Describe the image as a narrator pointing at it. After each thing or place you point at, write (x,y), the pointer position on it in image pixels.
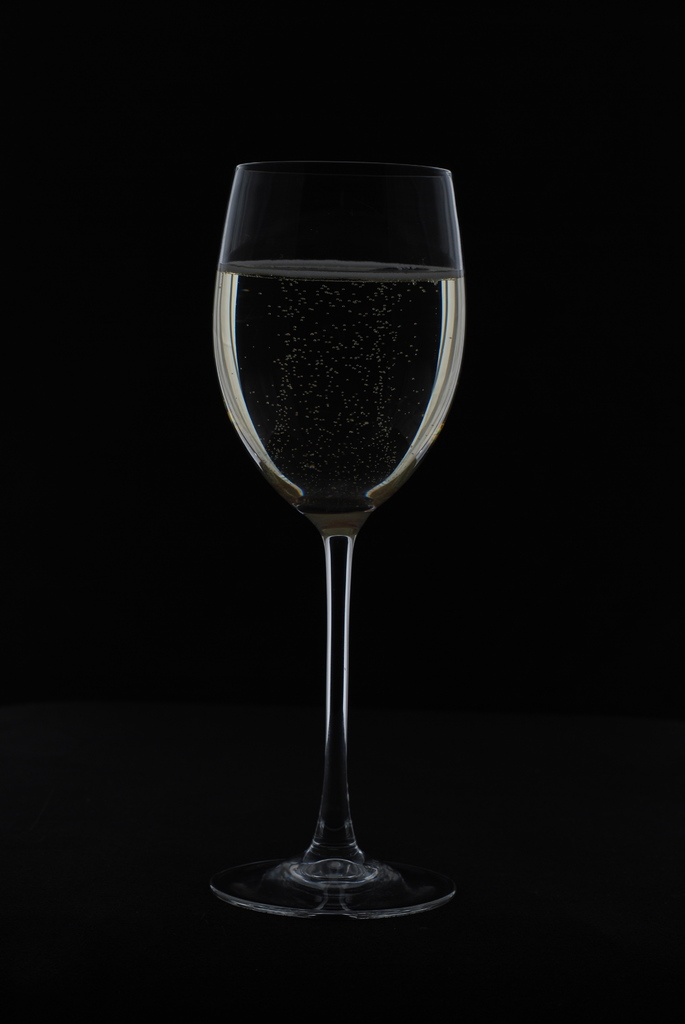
In this picture there is a glass (229,314) of juice (224,322) in the center of the image (336,426).
